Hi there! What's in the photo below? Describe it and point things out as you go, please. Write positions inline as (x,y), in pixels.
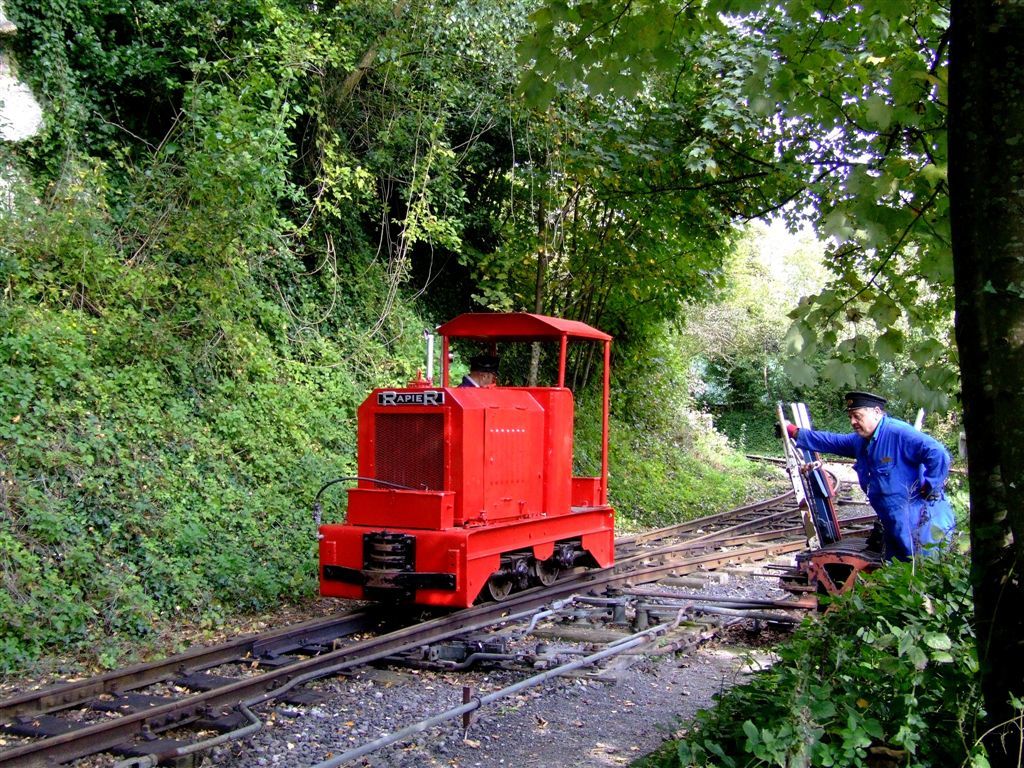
In the center of the image (400,483) there is a railway speeder (446,555) on the railway track (458,627). On the right (894,538) there is a man (893,535) standing. In the background (420,279) there are trees (696,233) and we can see plants (810,688).
